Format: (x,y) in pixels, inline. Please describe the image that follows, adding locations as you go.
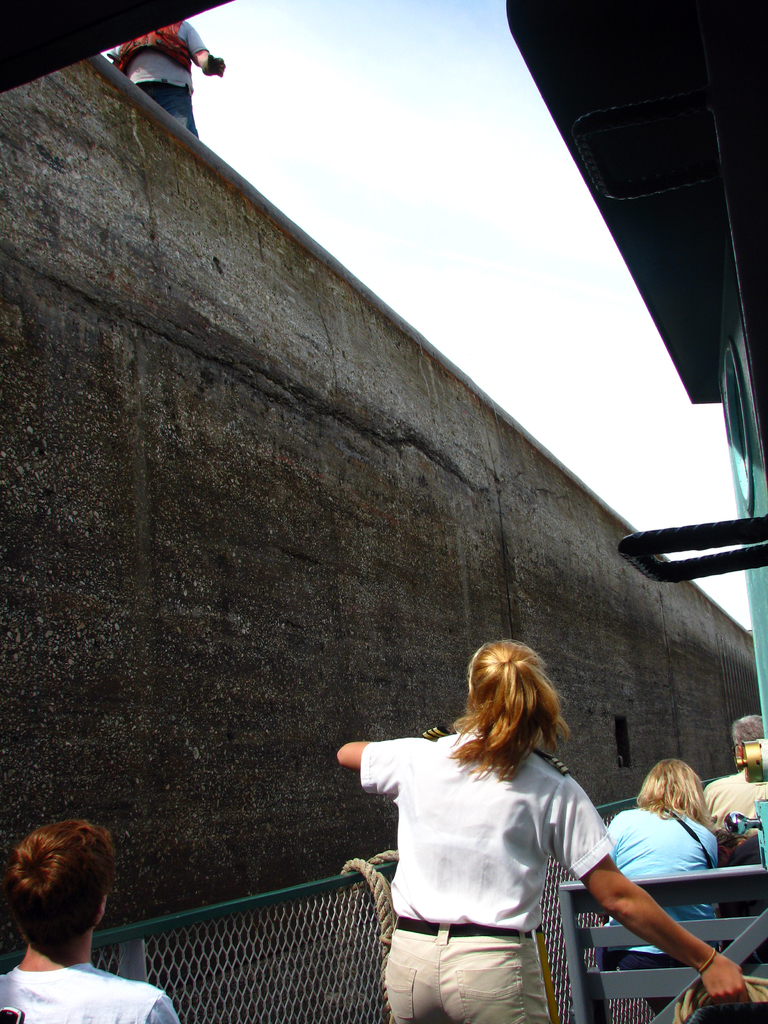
At the bottom of the image (509,852) there are few people (525,914) and also there is fencing (672,992), rope (388,934) and some other things (679,981). On the left side of the image (162,254) there is wall (178,195). On the wall (56,313) there is a person (189,44) standing. And on the right side of the image (731,279) there is a wall (745,420) and also there is roof (692,339).
